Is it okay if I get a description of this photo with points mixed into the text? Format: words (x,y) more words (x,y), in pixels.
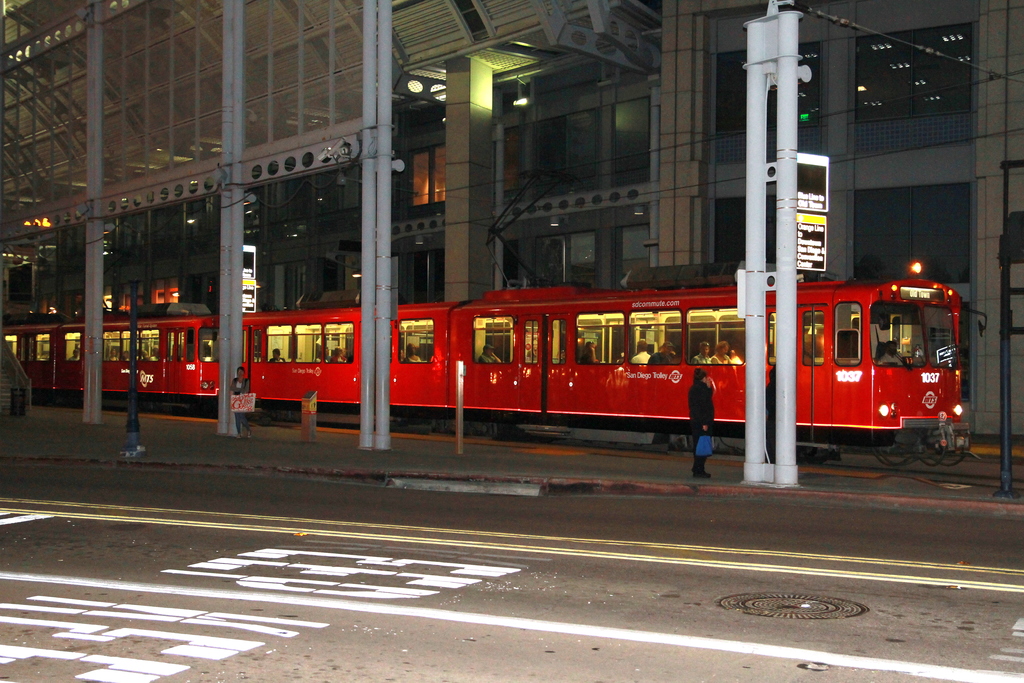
In this picture we can see group of people (668,354) in the train (591,380), beside to the train (563,380) we can find few poles (791,392), sign boards (819,164) and lights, and also we can see the train (567,345) is in the red color.
